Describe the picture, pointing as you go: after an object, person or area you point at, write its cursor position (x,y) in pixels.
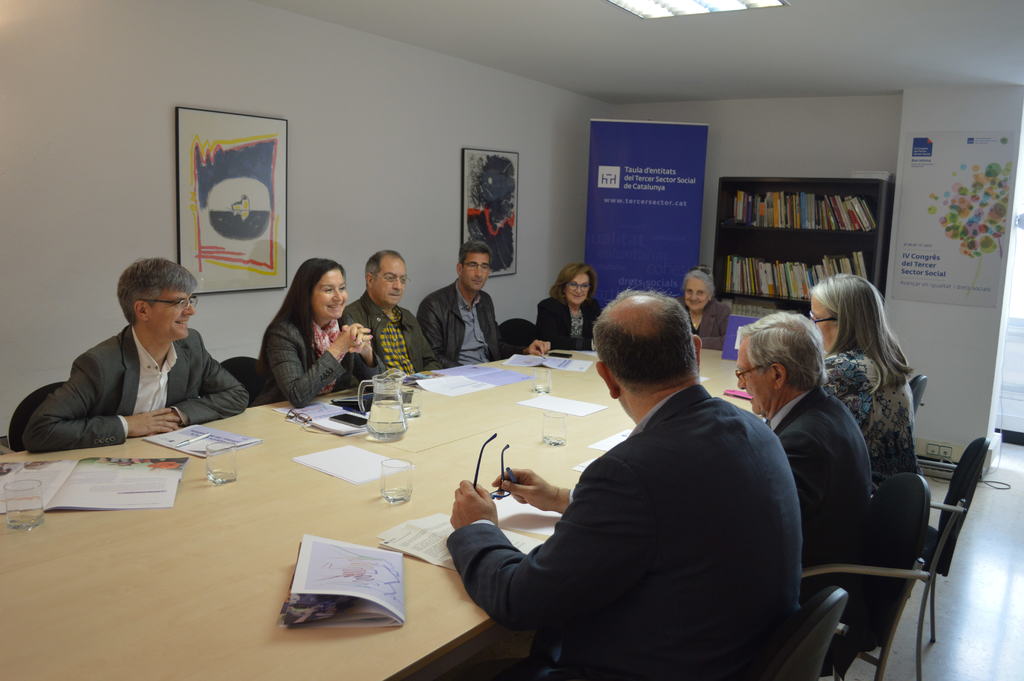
This image is taken indoors. In the background (502,149) there is a wall (452,176) with picture frames (226,192) and a poster (954,199) on it. There is a banner (698,167) with a text (610,242) on it. There is a book rack (782,246) with many books (799,228) in it. At the top of the image (664,31) there is a ceiling (574,34) with a light (695,10). In the middle of the image (473,440) there is a table (272,559) with a few glasses (560,424), a few papers (369,468), books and a few things (738,337) on it. Many people (158,349) are sitting on the chairs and they are with smiling faces (586,290). On the right side of the image (981,580) there is a floor (974,604).
